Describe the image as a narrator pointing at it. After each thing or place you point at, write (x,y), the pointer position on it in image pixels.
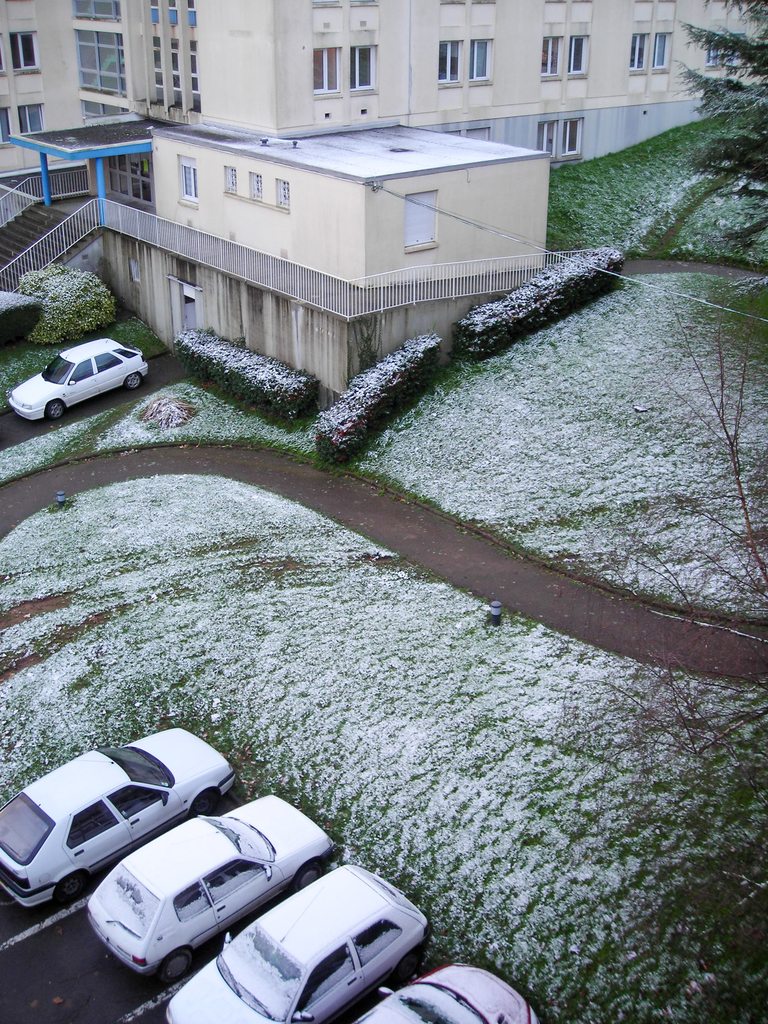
In this image I can see, some cars (179,1023) at the bottom left hand corner (247,826) and there is a building (372,24).
